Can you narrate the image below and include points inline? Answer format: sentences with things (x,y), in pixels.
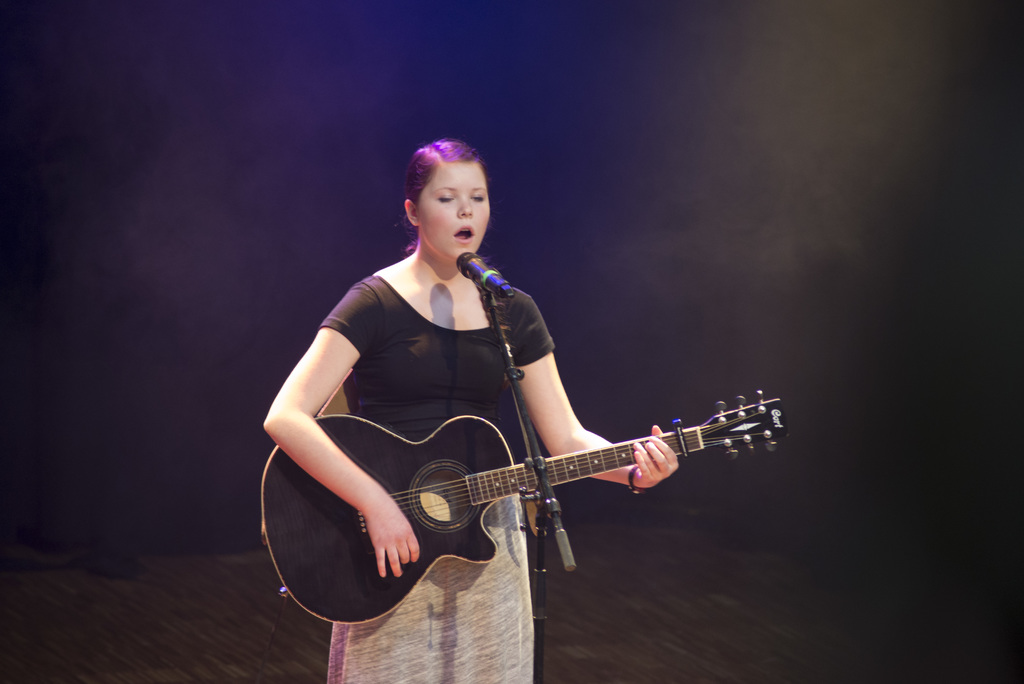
There is a woman (556,369) standing in the center (553,349). She is playing a guitar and singing on a microphone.
